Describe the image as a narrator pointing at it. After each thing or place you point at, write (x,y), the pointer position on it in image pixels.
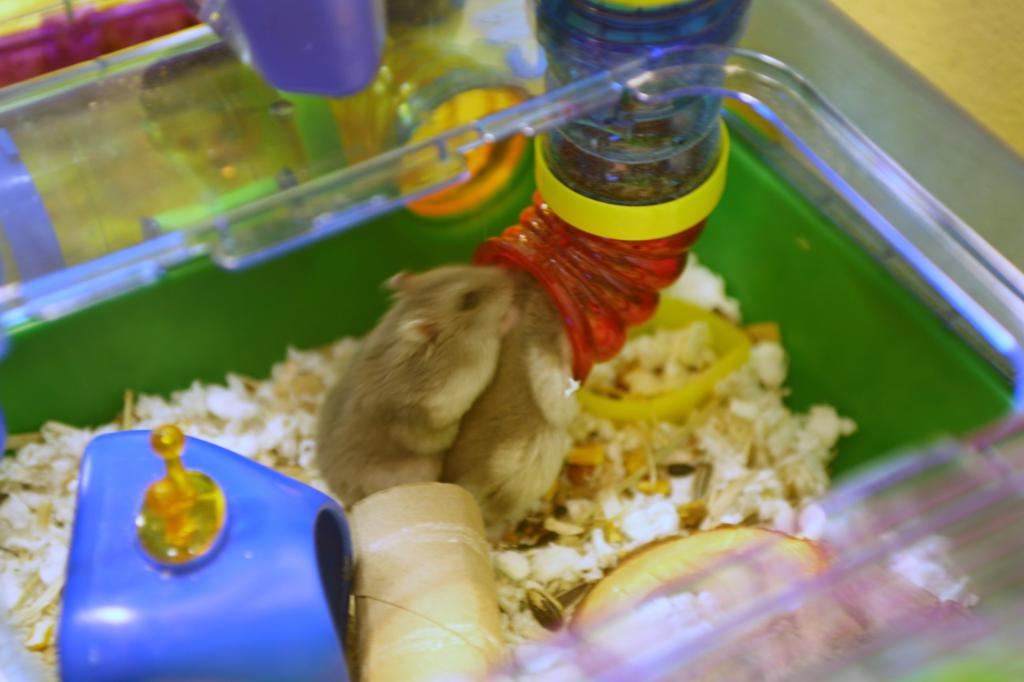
In this picture I can see a plastic container (864,480) with some objects (242,594) in it, there are hamsters (541,379) and there is a pipe (607,35).
